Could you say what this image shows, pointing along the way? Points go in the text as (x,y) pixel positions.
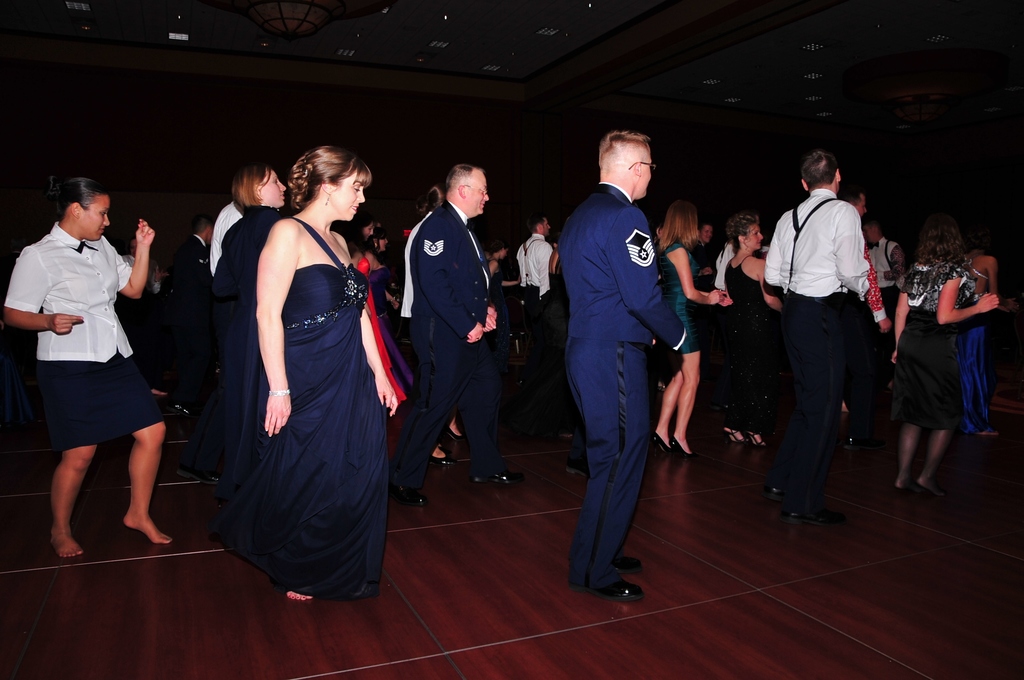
In this image we can see some people (859,355) and it looks like they are dancing in the room (1004,626) and at the top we can see the lights (952,65) attached to the ceiling (732,95).
